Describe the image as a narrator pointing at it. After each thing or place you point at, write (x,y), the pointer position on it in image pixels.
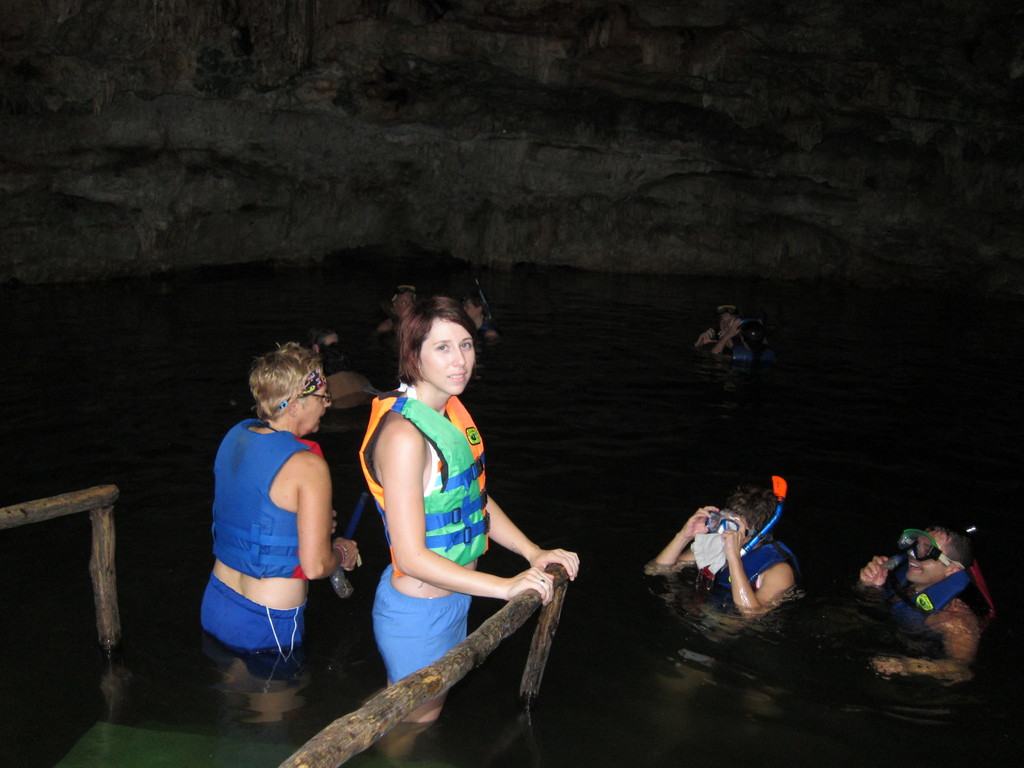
In this picture I can see 2 women (257,483) who are standing in the front (283,482) and the woman (482,495) on the right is holding a wooden pole (562,588) and I see another wooden pole (35,514) on the left side of this image (105,542). In the middle of this picture (364,315), I see the water (812,349) in which there are few persons (712,355). In the background (339,148) I see the rock (491,106).
